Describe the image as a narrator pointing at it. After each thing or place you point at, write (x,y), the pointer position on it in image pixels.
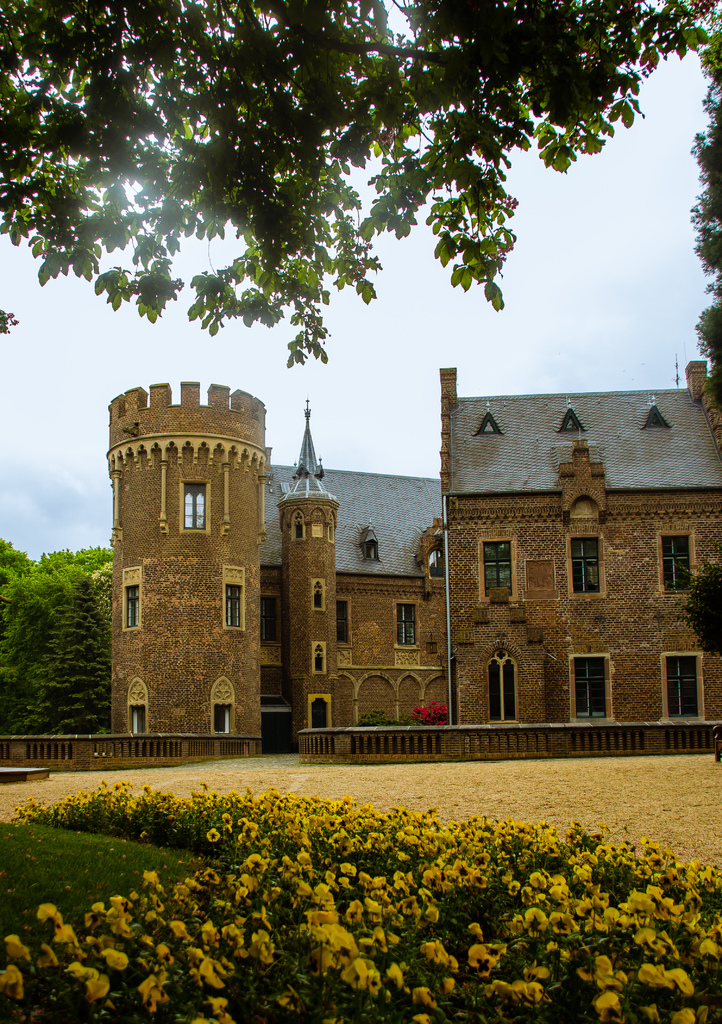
In the image we can see in front (370,928) there are flowers (346,943) on the ground (197,787) and behind there is a building (244,641) and there are lot of trees (100,568) at the back (16,641).
